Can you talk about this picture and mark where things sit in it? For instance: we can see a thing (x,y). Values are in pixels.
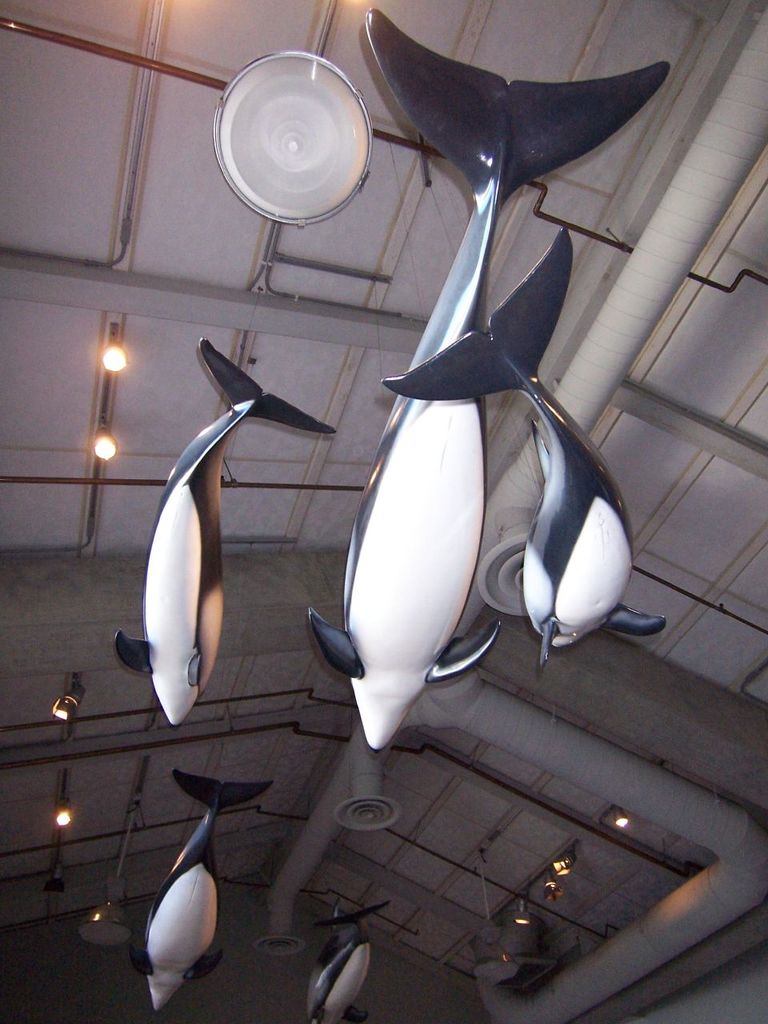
In this image few fish toys (346,579) are hanging from the roof (346,476) having few lights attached to it.
